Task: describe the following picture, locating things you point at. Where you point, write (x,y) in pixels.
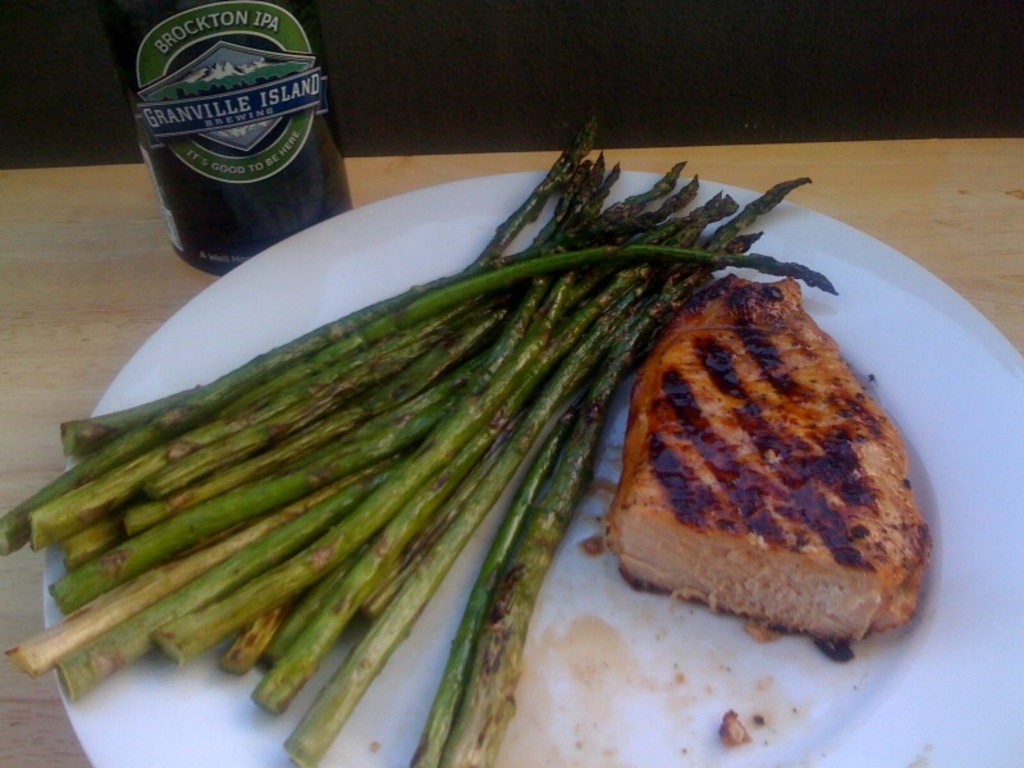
In this image, we can see a plate (931,307) on the table (972,260) contains some food (863,452) and vegetables (461,469). There is a bottle (238,189) in the top left of the image (237,179).
